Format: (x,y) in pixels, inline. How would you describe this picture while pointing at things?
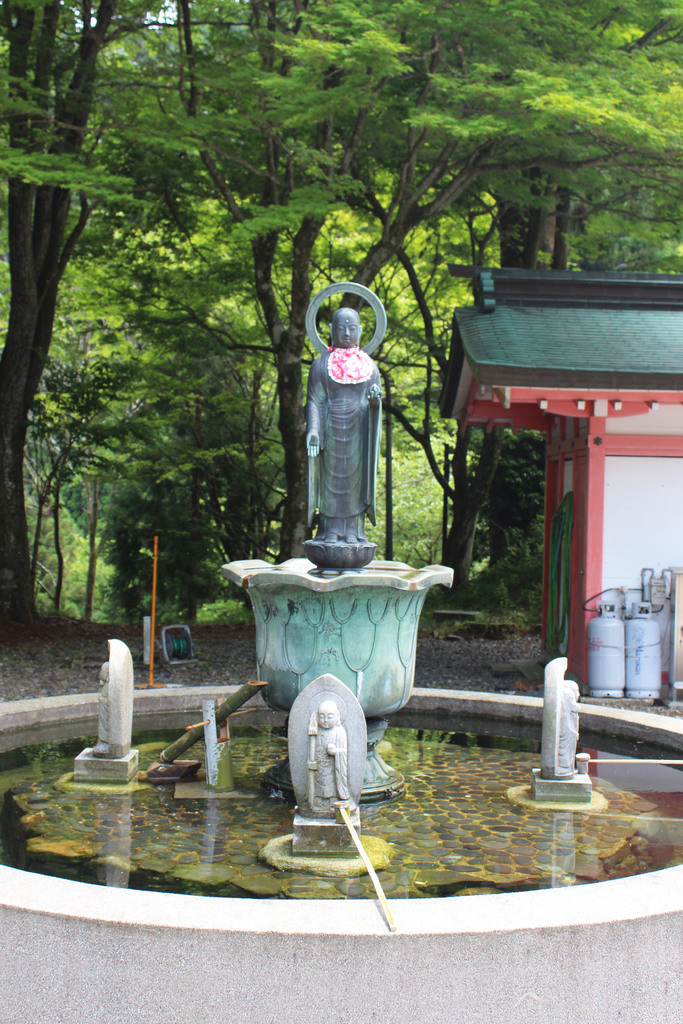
In this image there is a fountain (427,832) in the middle (266,578). In the fountain (314,630) there are sculptures (324,519). In the background (280,362) there are trees (167,222). On the right side (565,384) there is a house (573,432). Beside the house (577,430) there are two cylinders (601,614).
